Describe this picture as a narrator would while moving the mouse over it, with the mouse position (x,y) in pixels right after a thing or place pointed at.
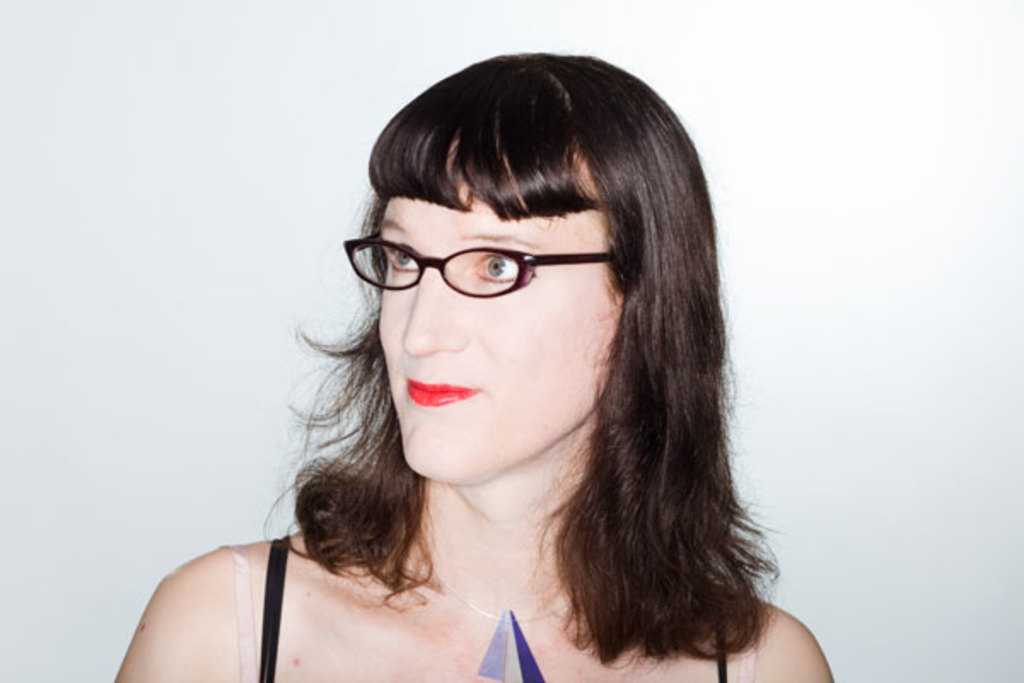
In this image I can see a woman (370,526) wearing black colored dress (280,595) and black colored spectacles (502,292). I can see the white colored background (201,285).
